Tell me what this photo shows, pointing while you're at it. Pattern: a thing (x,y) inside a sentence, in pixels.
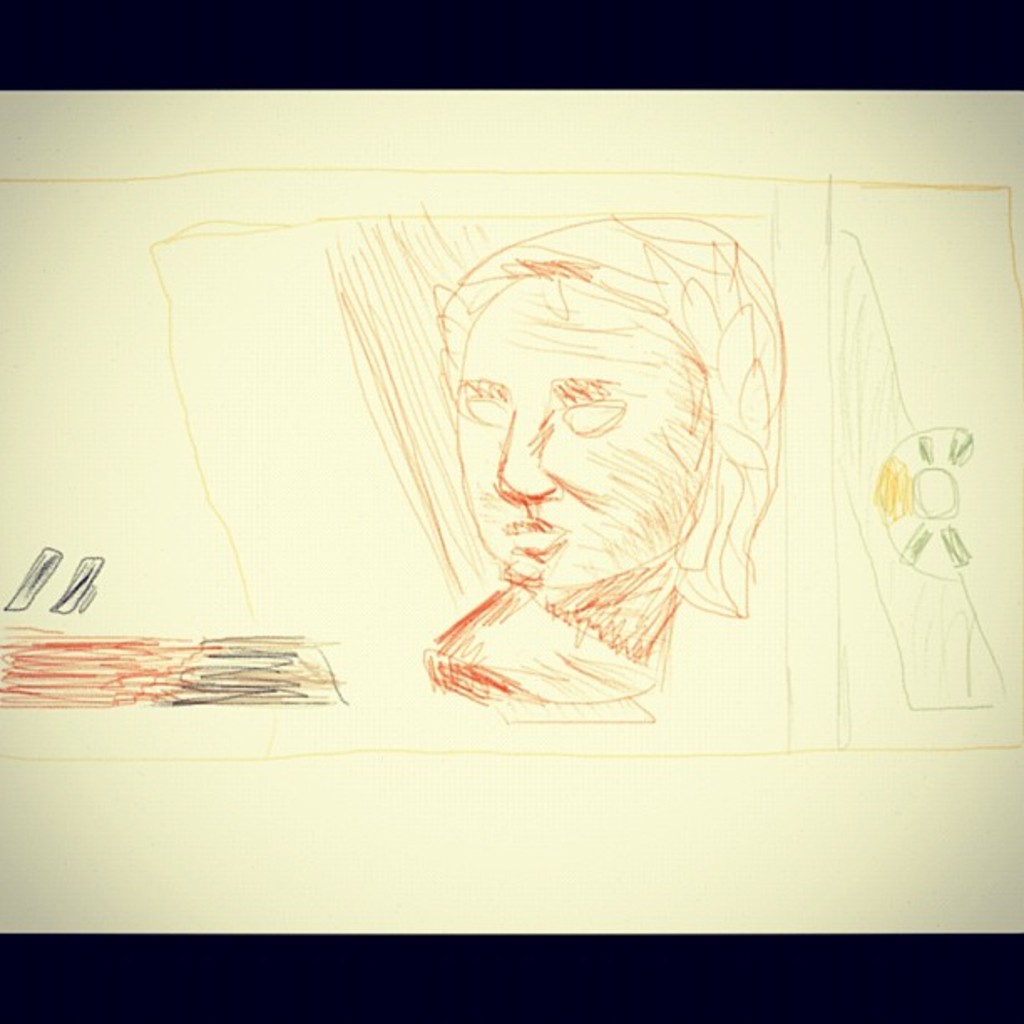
In this image we can see an art (923,721) on the white color surface (475,821).
